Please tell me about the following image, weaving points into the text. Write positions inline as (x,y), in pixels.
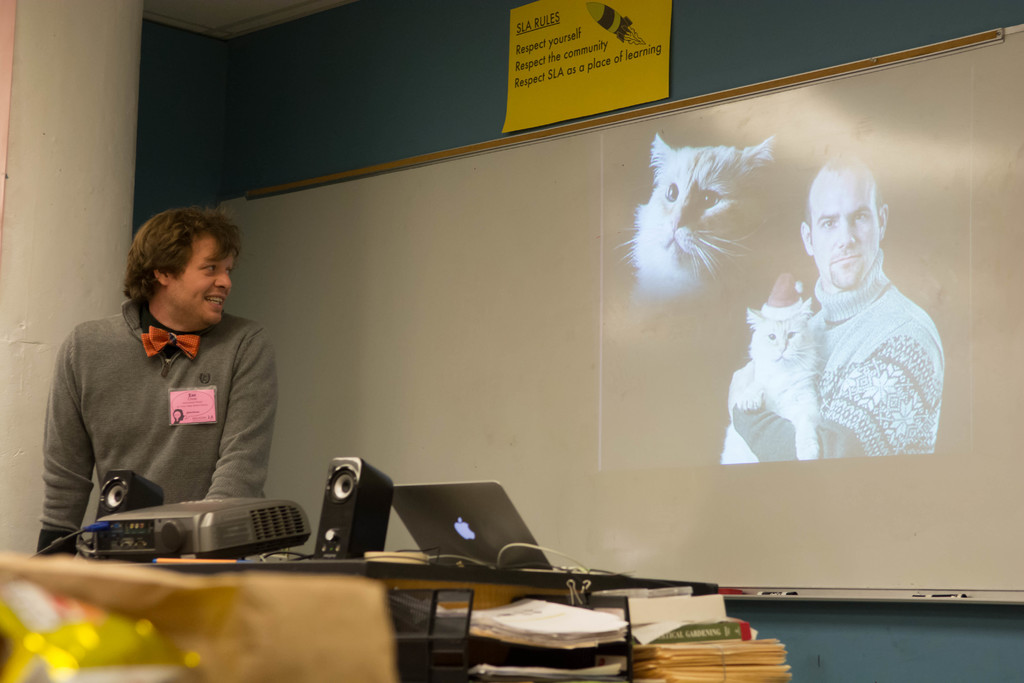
In this image we can see a man (134,420). He is wearing a grey color T-shirt (128,376). At the bottom of the image (484,535) we can see, papers (525,634), book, table (410,576), laptop (440,545), projector (202,551), speaker (361,530) and one brown color object (208,647). There is a big board (545,500) in the middle of the image (389,261). At the top of the image (582,20), we can see a yellow color poster (528,47) on the blue color wall (462,47). We can see images (727,240) of a person (859,327) and two cats (788,345) on the board (683,223).
